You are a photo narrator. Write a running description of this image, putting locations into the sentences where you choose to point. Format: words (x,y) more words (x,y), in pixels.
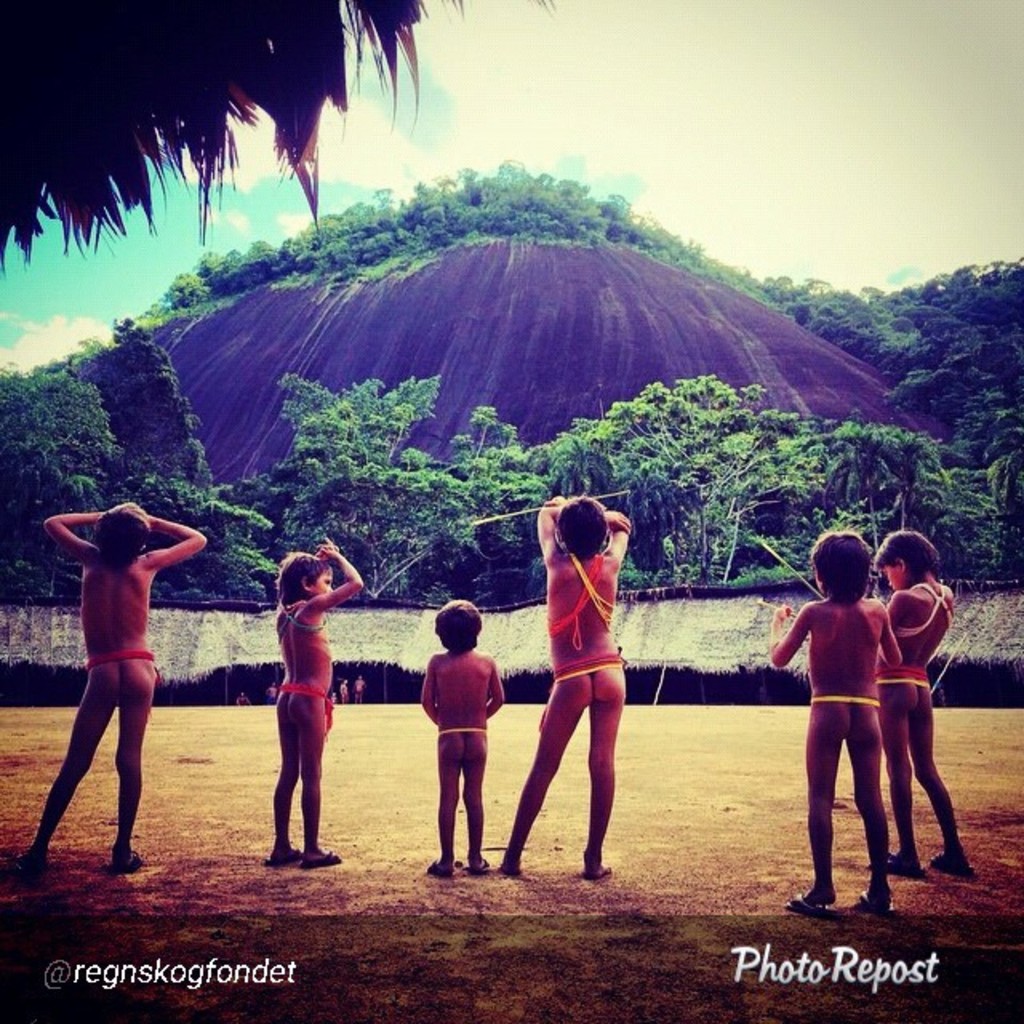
In the picture we can see some children (950,598) are standing on the mud surface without clothes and behind them, we can see the huts (79,621) and behind it, we can see trees (383,504) and rock hill (357,305) and on the top of it also we can see trees (207,267) and in the background (784,229) we can see a sky (216,218) with clouds (997,129).
